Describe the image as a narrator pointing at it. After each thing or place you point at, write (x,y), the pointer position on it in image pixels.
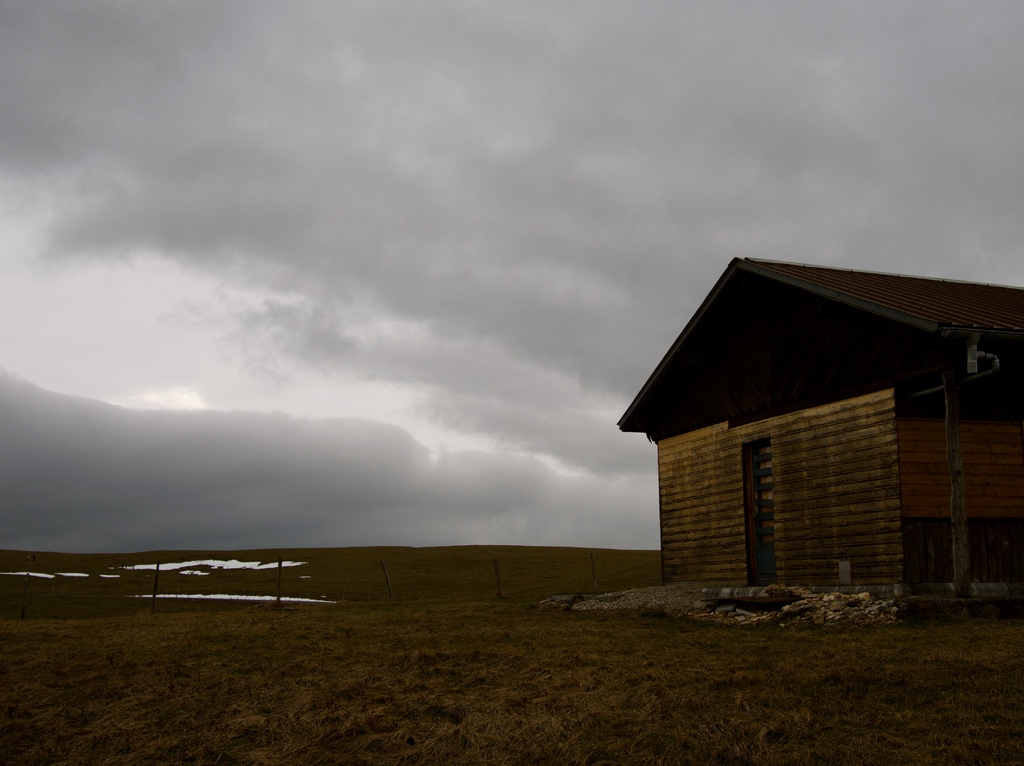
In this picture we can see a house (685,503) on the right side (694,485), at the bottom (471,654) there is grass (490,720), we can see the sky (216,293) and clouds (327,247) at the top of the picture (334,173).
